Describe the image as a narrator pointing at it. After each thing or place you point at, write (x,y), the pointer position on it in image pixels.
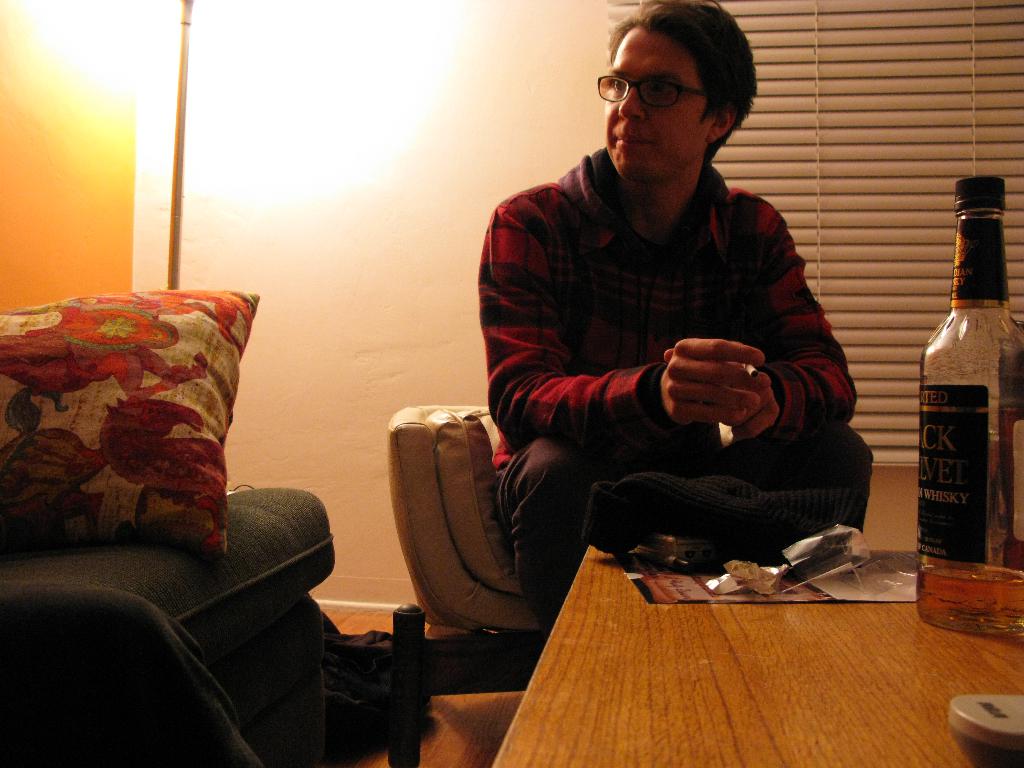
It is a room (707,397), a person (639,348) is sitting on a sofa (474,470) there is a table (726,608) in front of him he is smoking, there is a paper (823,594), alcohol bottle (934,466) on the table (845,699), to the left side of the table (627,701) there is a sofa (120,539) and a pillow (97,319) over it, in the background (345,89) there is a curtain (858,119), a wall (498,124) and a light (124,56).
